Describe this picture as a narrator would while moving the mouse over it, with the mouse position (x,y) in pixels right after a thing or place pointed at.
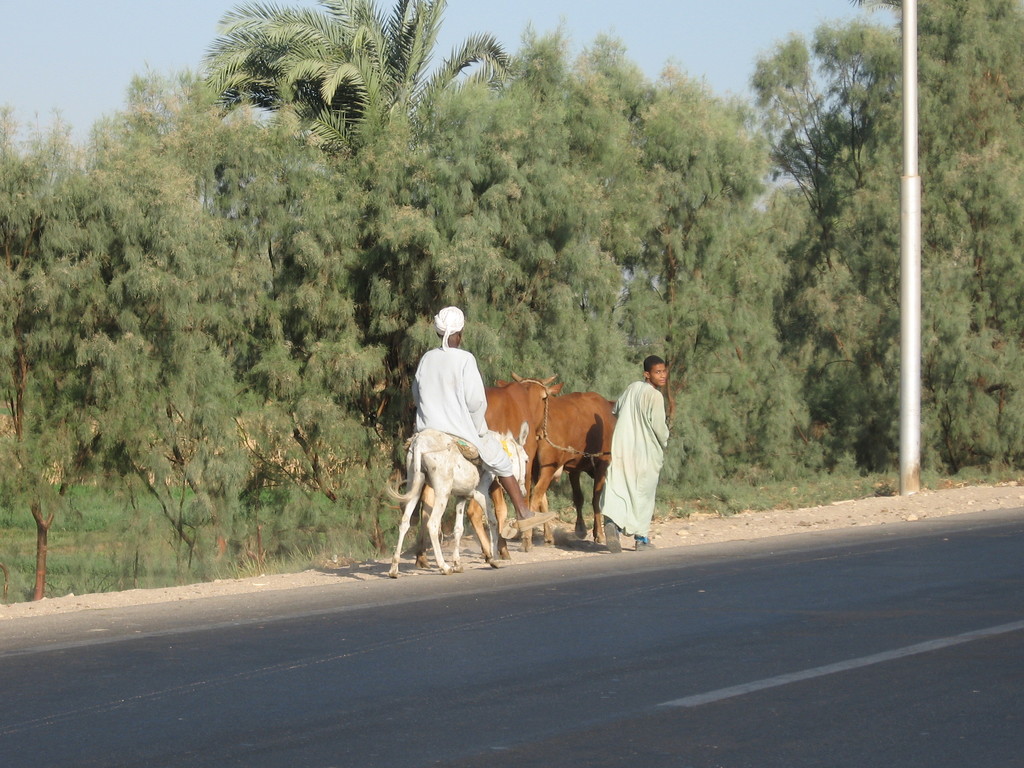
In the center of the image (471,401), we can see a person (433,415) sitting on an animal (480,484) and there are some other animals (581,413) and a person (633,422). In the background (491,263), there are trees (533,302). At the bottom (572,668), there is road (624,670) and at the top (664,17), there is sky (691,31).
